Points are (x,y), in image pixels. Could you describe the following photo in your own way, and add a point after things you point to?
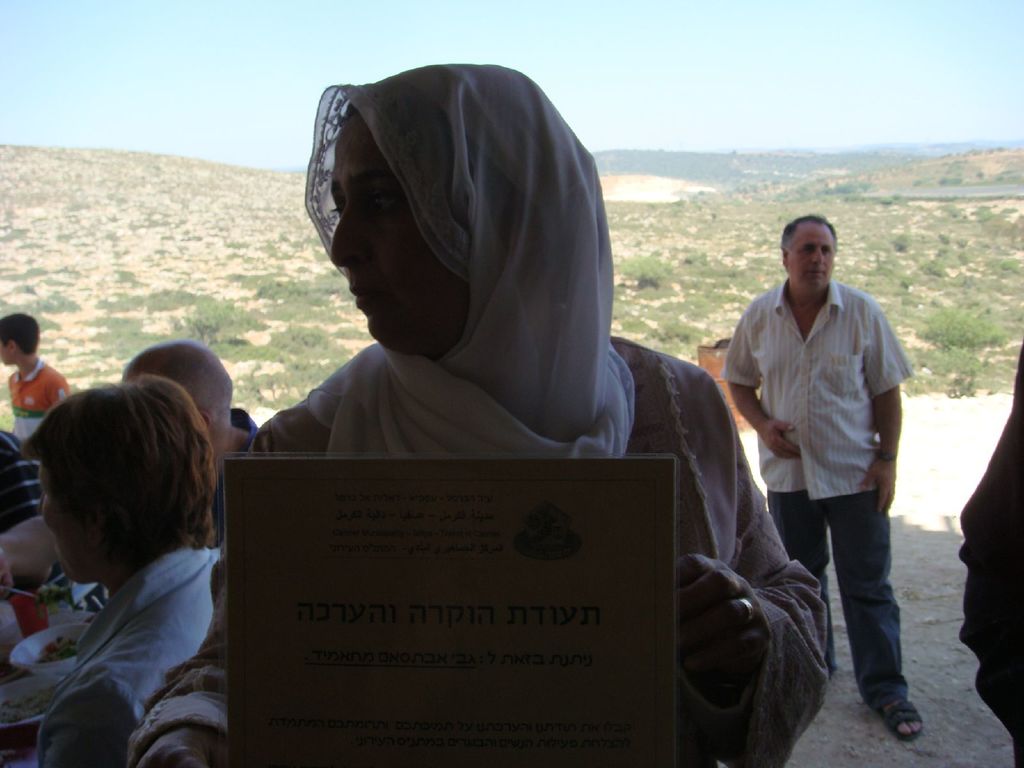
In this picture I can see there is a woman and she is holding a board (408,580) and in the backdrop (154,656) there are few people (60,542) sitting on the table (57,629) and having meals (52,595) and in the backdrop (96,287) there are mountains (321,290) and the sky (161,51) is clear.
